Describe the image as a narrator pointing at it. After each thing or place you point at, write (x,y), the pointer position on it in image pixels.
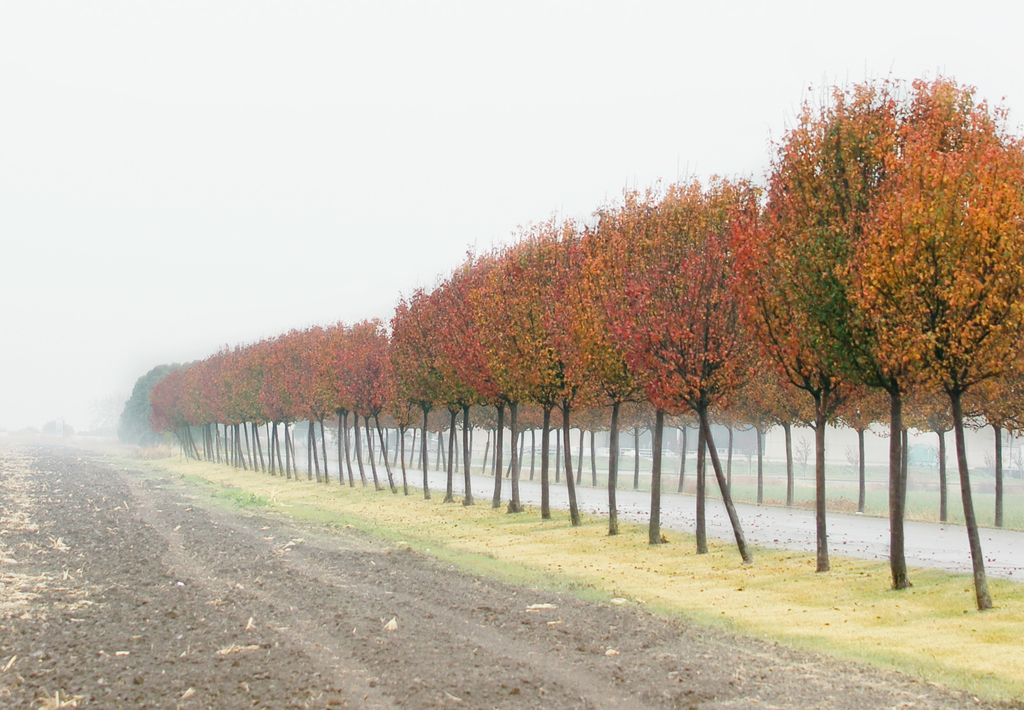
At the bottom of the picture (230,549), we see the soil (316,580) and the grass (732,594). On the right side (861,294), there are trees (425,473). In the background (158,327) it is covered with the fog (114,407) and we see the sky (283,231) in the background (543,140).
